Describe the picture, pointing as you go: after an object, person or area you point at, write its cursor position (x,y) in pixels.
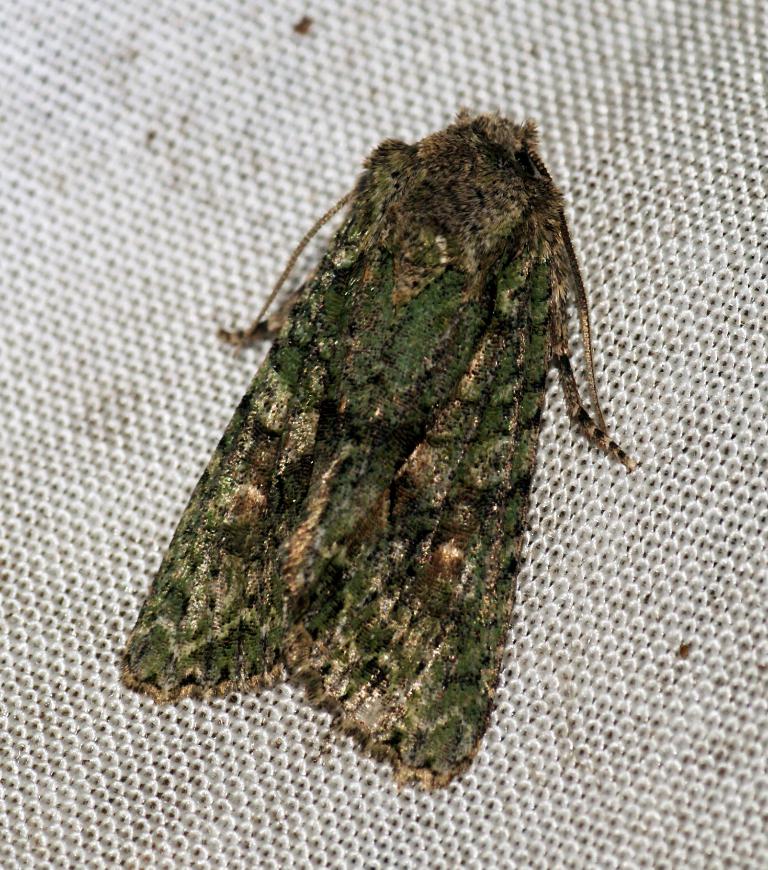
In this image in the center (293,328) there is an insect (293,328), and at the bottom (268,771) there is one cloth (700,418).
